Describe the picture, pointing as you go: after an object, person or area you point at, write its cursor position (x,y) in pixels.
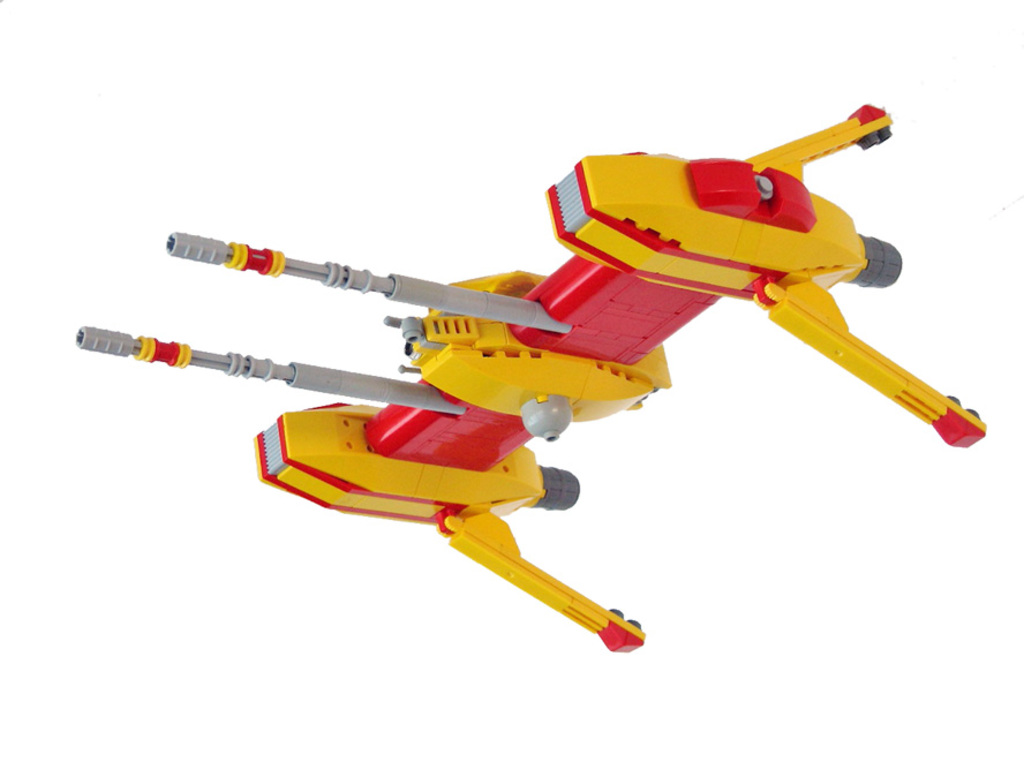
In this image I can see a toy (583,322) and white color background (335,97).
